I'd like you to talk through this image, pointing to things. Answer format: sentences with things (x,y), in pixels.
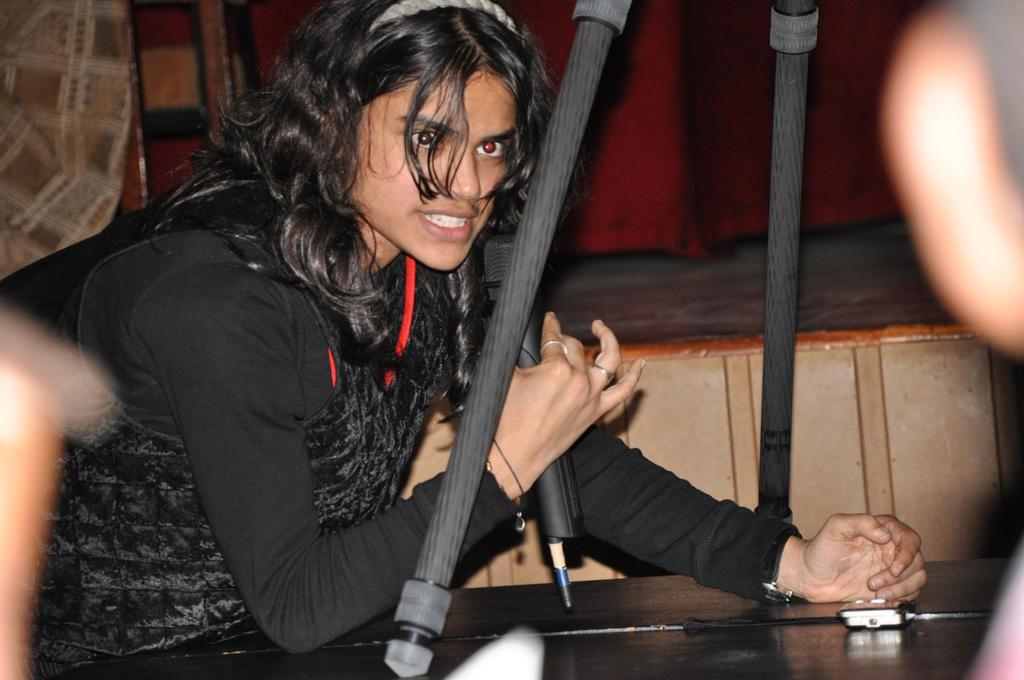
In this image I can see the person (306,395) is wearing black color dress (222,506) and holding the mic (539,481). I can see few objects (194,5) around.
